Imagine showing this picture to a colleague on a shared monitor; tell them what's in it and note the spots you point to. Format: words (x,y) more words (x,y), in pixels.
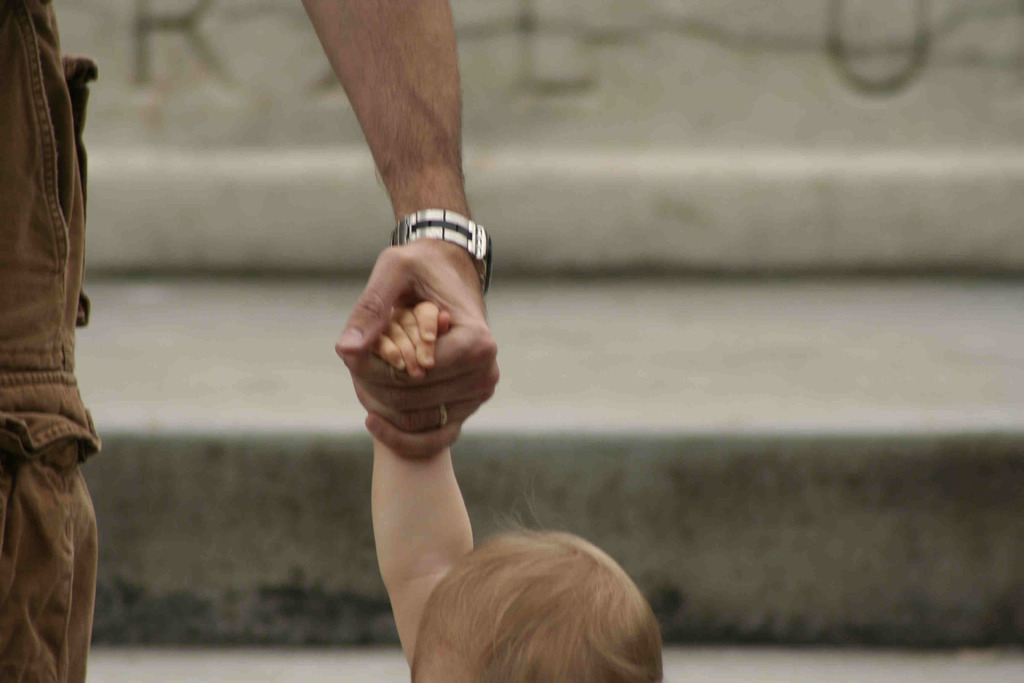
In this image, we can see a person (35,269) holding a baby hand (396,361). In the background (793,324), image is blurred.
